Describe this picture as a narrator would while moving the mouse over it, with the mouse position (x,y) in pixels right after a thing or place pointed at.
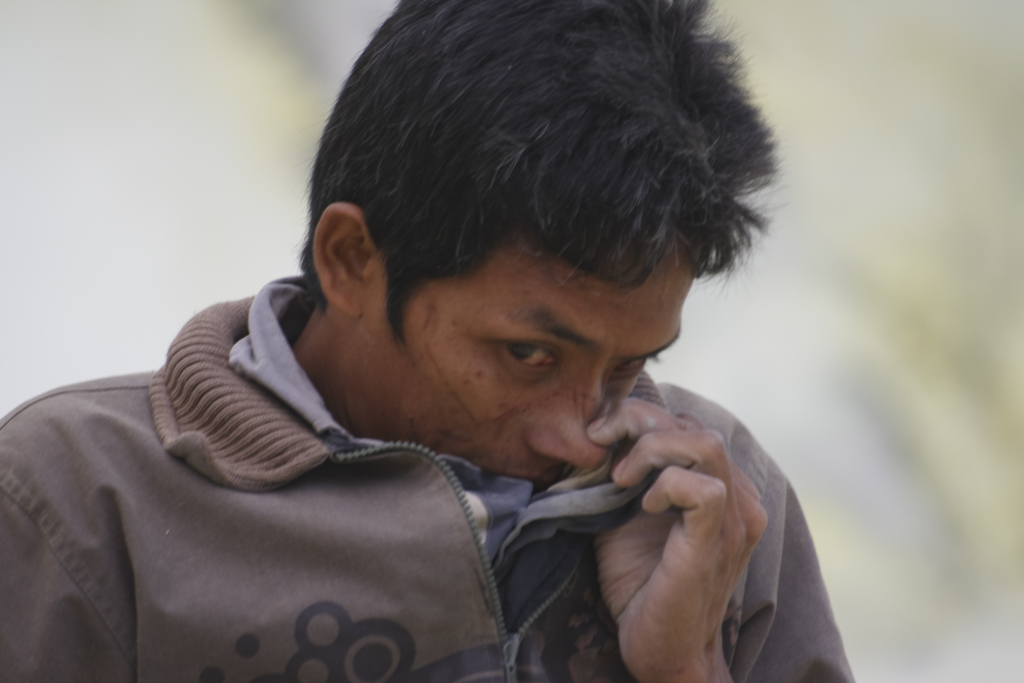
In the center of the image (512,320) we can see a man (411,314) and the background of the image (850,288) is not clear.
